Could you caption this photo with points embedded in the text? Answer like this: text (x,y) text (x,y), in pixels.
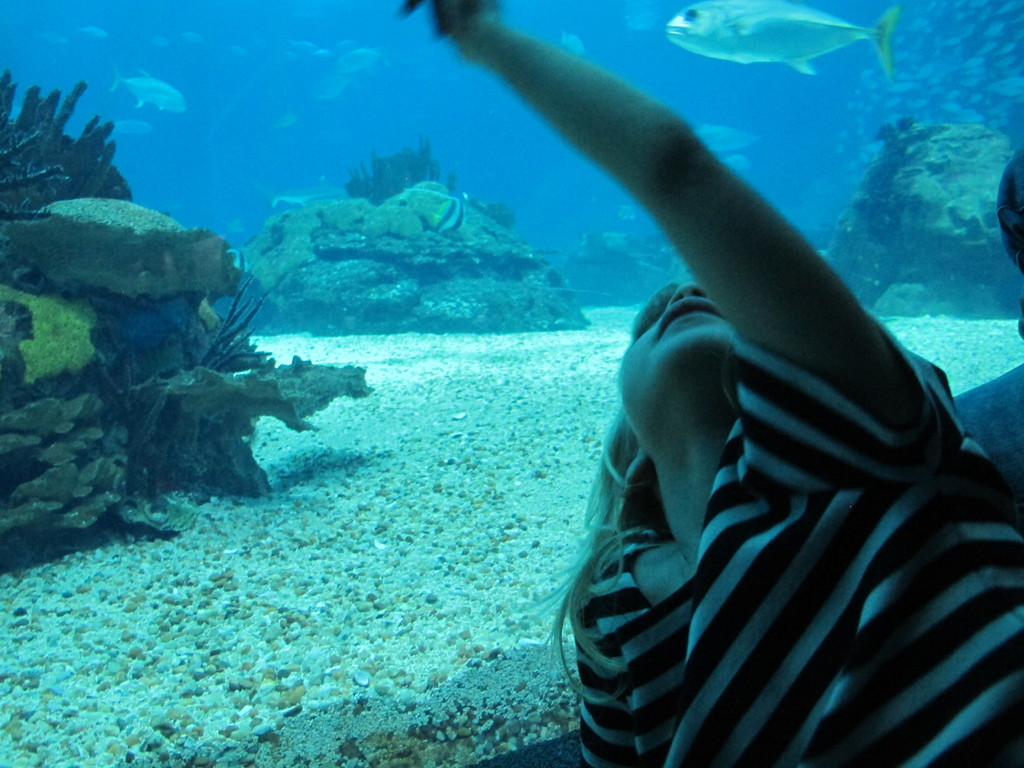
In this image I can see a girl (855,373) at the bottom (832,662) and I can see a water (350,142) and in the water (658,58) I can see a fish (728,54) and some stones (398,254) visible.
